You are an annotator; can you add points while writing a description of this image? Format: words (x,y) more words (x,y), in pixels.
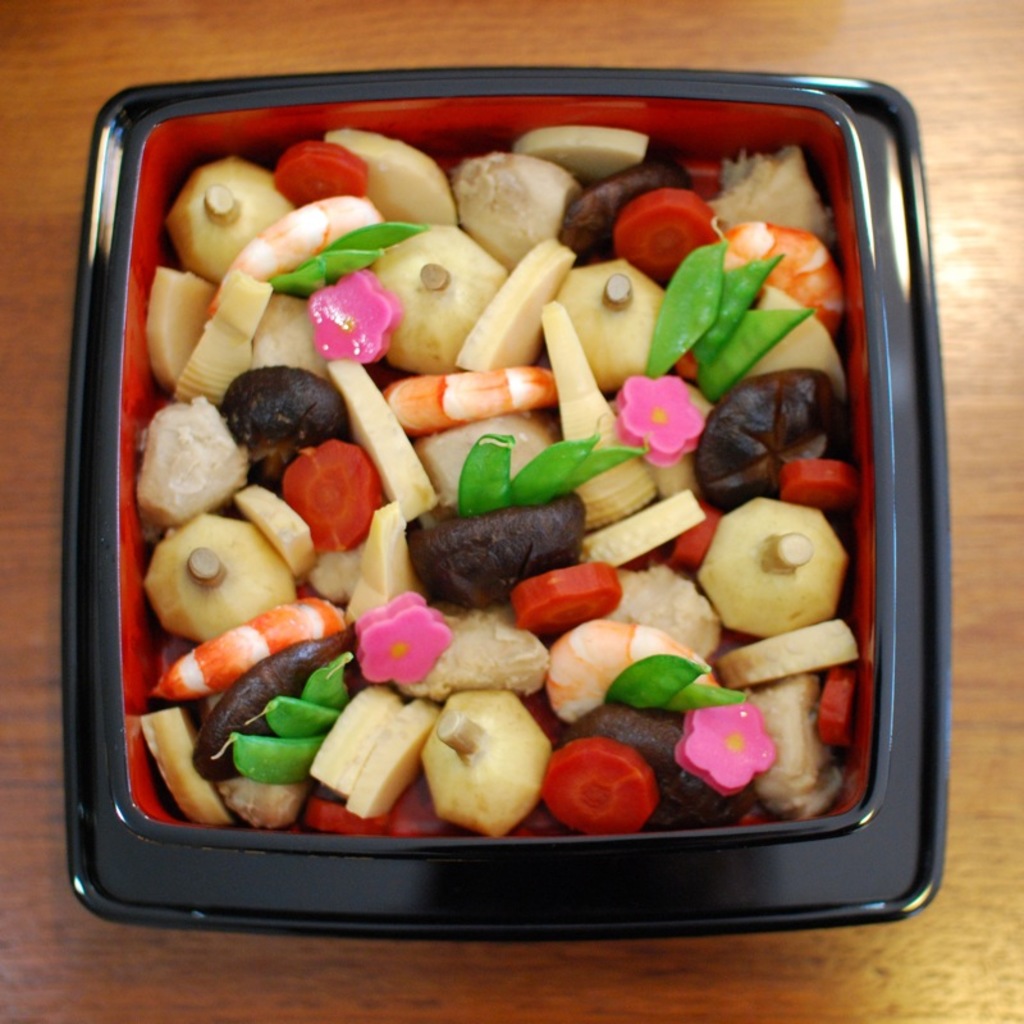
On the table (936,261) there is a box (98,774). In the box (523,117) we can see carrot (641,225), vegetables (683,695), potatoes (235,211) and other vegetable pieces (294,420).
